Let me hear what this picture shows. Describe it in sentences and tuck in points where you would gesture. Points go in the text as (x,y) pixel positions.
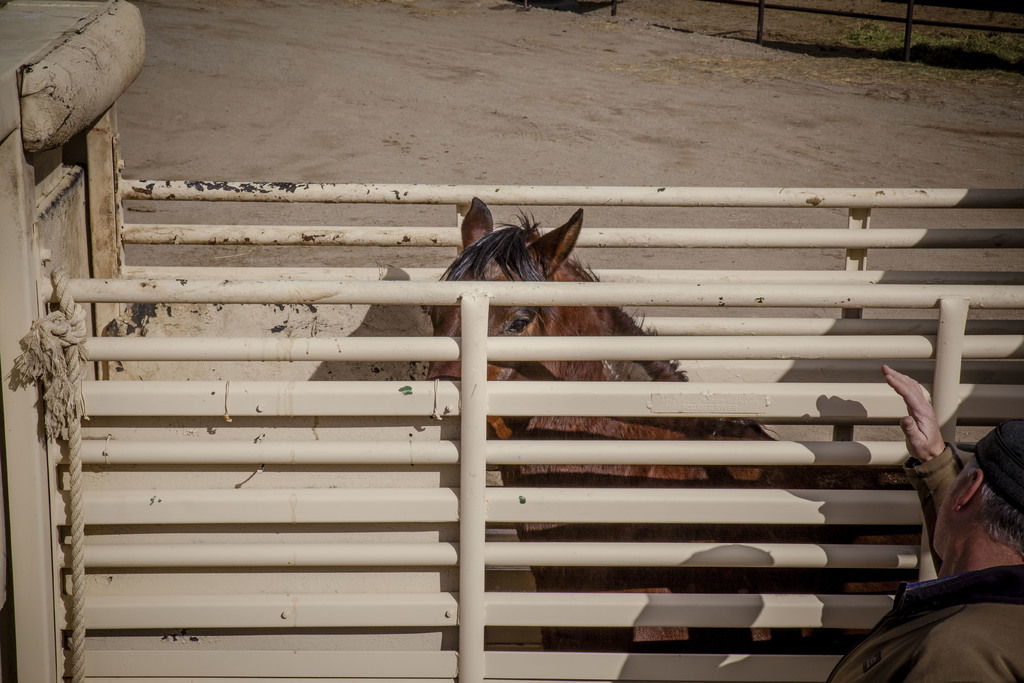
This picture is clicked outside. On the right corner (989,496) there is a person (969,541). In the center (537,343) we can see the horse (751,629) and the metal rods (342,342) and we can see the rope (47,325). In the background (697,109) we can see the ground (856,60) and some other objects (988,28).
